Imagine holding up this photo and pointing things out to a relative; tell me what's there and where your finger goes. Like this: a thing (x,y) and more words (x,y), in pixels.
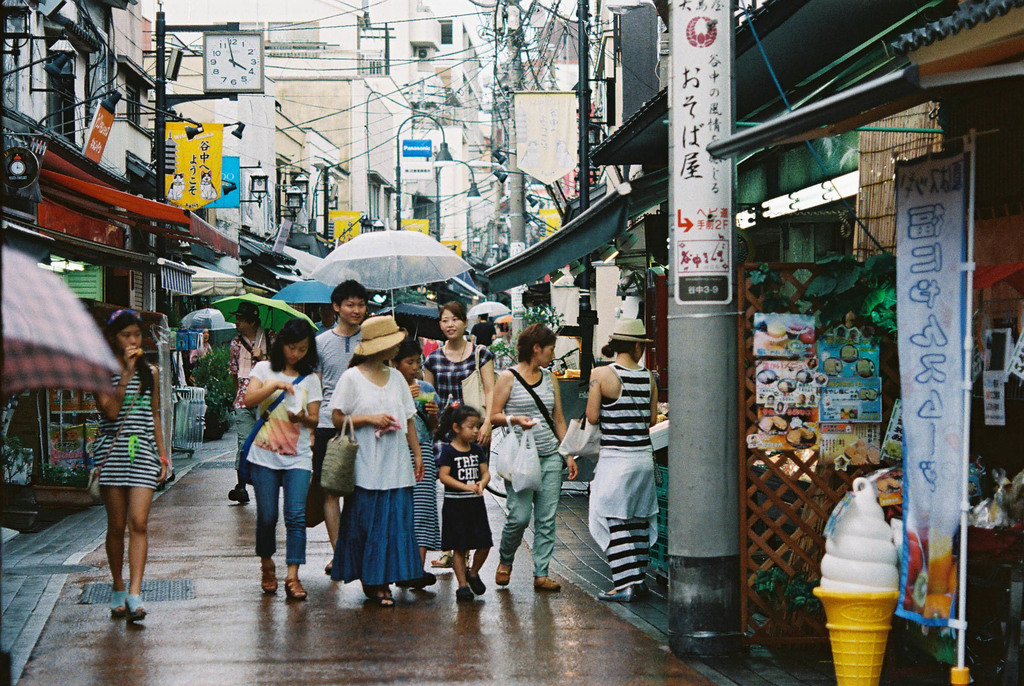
In this image there are a few people (358,462) walking on the road (499,512) and few (328,361) are holding umbrellas (376,287) in their hand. On the left (129,253) and right side of the image (791,182) there are buildings (347,156) and stalls (928,107), in front of that, there are a few utility poles (583,134), lamps (264,184) and other objects (791,605).
